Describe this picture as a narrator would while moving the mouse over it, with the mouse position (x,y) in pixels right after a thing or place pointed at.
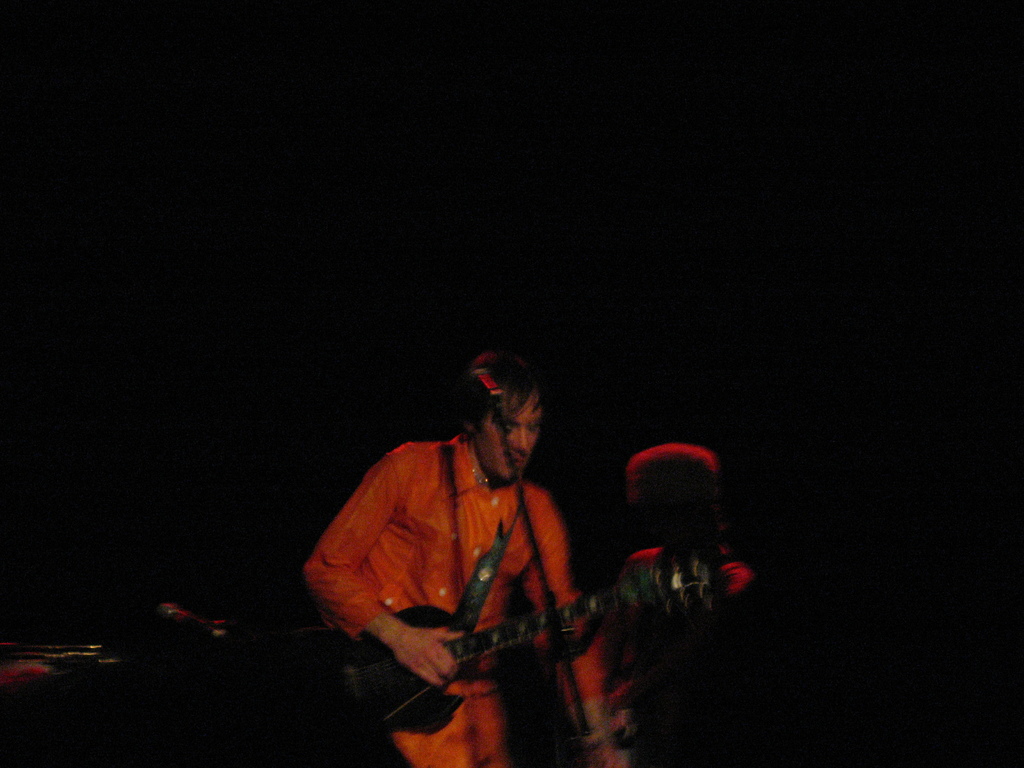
At the bottom of this image (499,573), there is a person (481,409) in an orange color shirt (344,515), holding a guitar (382,668) and standing. And the background (757,479) is dark in color.
